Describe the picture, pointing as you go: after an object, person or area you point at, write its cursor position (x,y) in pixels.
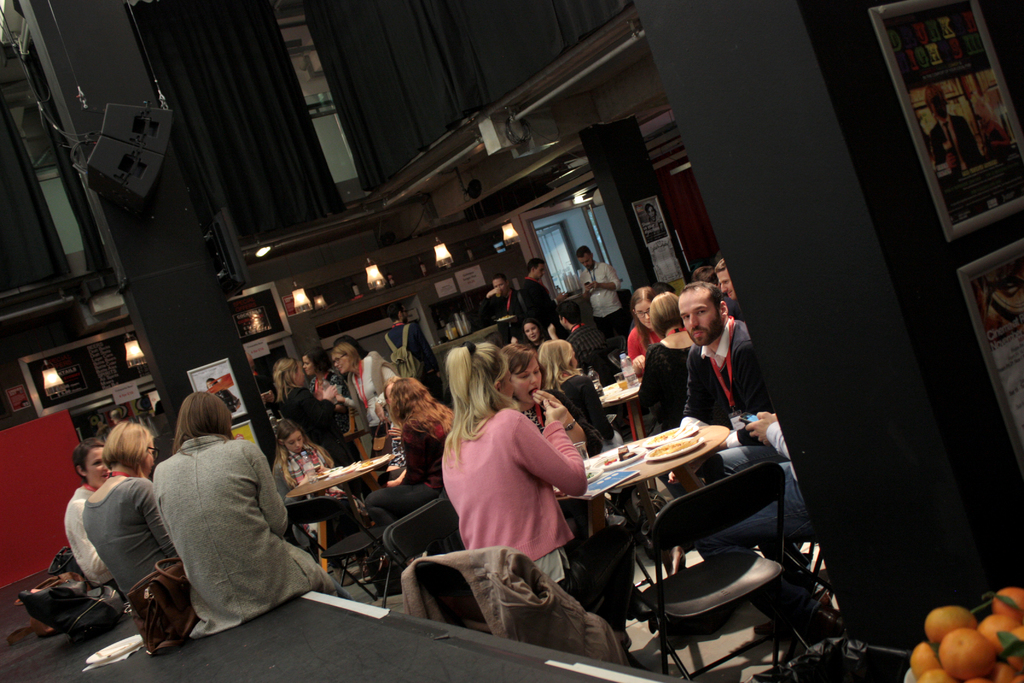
In this image I can see some people (481,387). I can see the chairs (424,527). I can see objects (627,465) in the table (690,455). At the top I can see the light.
